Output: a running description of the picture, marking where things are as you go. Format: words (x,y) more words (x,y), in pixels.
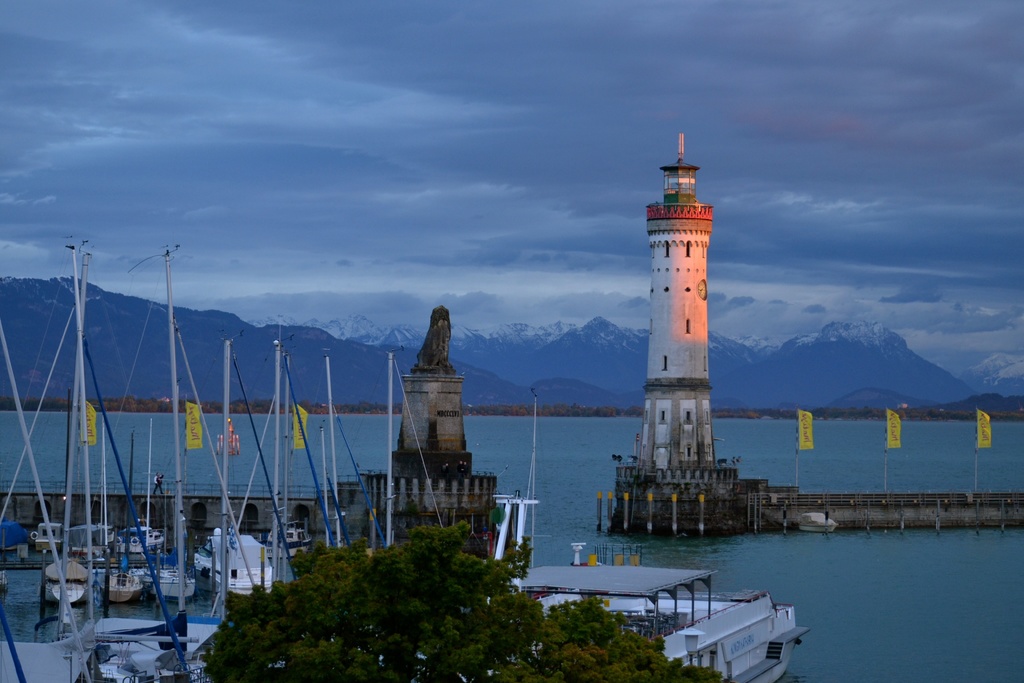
In this image, in the middle (678,401) there is a lighthouse (694,413). At the bottom (611,541) there are boats (258,570), poles (83,388), flags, statue (444,327), trees (540,634), water (809,601). In the background (720,323) there are hills (598,349), sky (552,310) and clouds (376,186).
